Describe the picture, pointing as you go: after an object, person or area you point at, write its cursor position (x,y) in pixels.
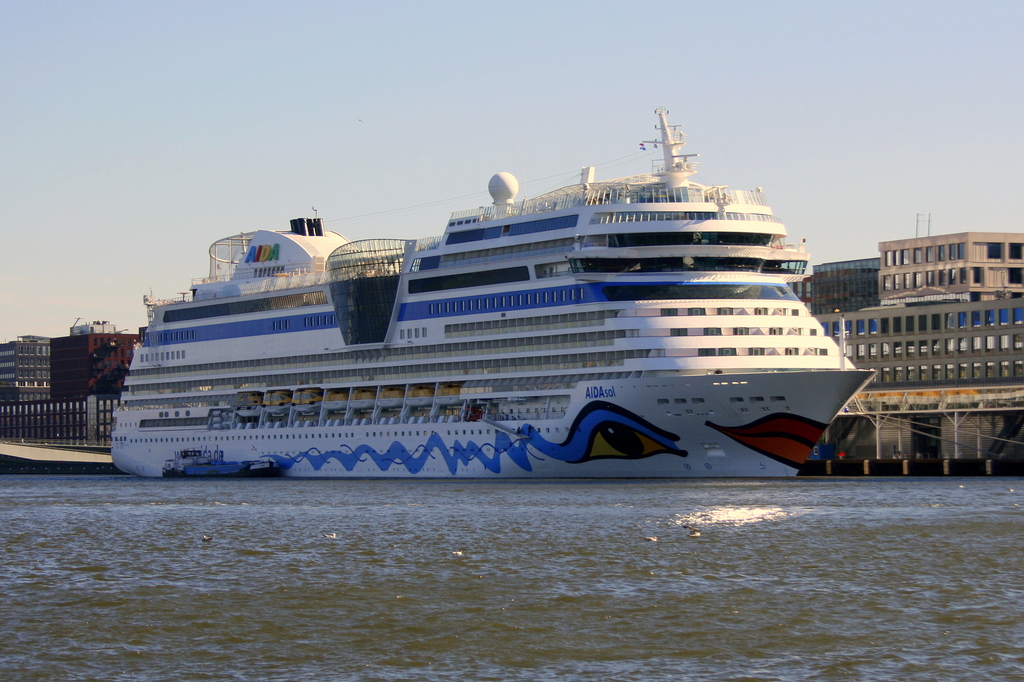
In this image I can see a ship (423,441) visible in lake (151,592), in the background (116,134) I can see the sky (249,201) and the building (873,289).
